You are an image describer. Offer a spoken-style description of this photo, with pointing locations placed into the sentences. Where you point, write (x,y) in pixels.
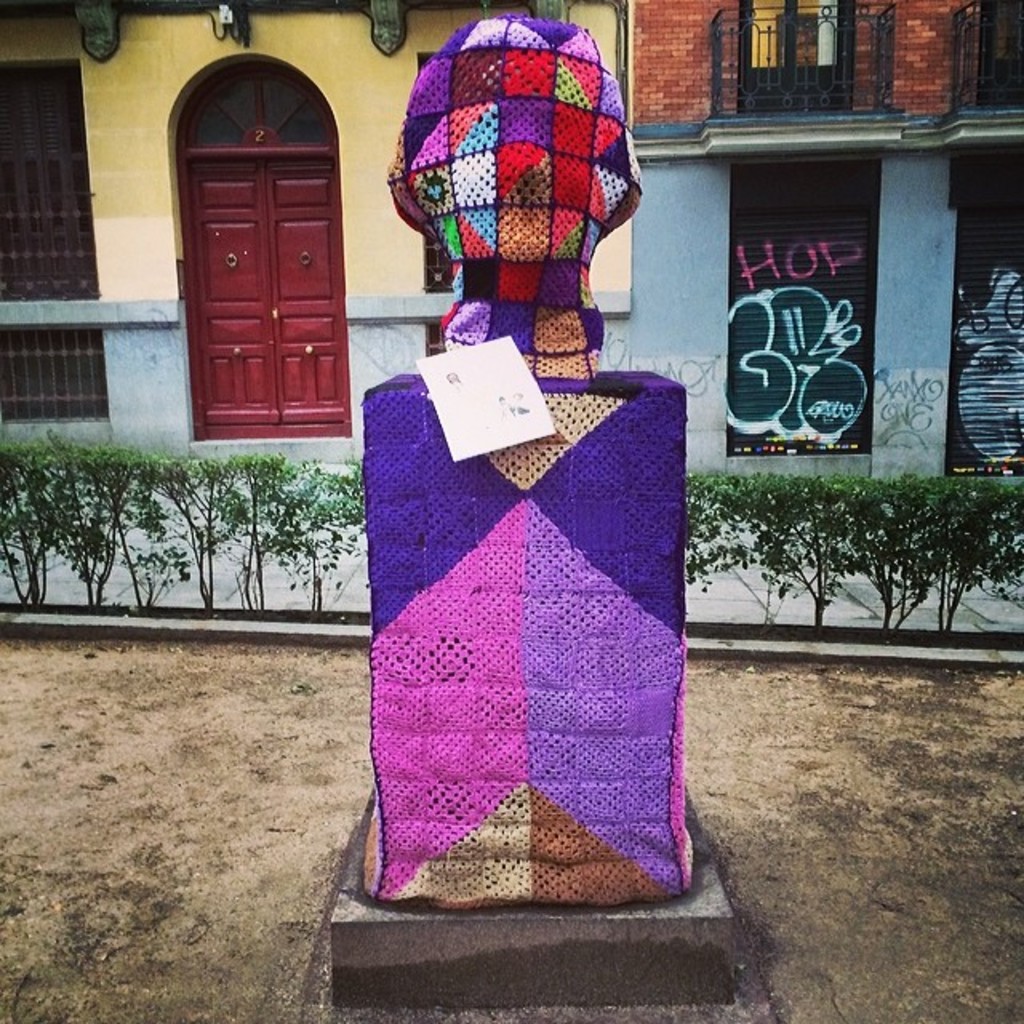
In this picture we can see the art (526,874), beside that we can see the plants (53,476). In the background (963,442) we can see the buildings (683,173). On the left (307,353) there is a door (291,291) and gate (23,218). On the right (1006,389) there are two shutters (870,351).
